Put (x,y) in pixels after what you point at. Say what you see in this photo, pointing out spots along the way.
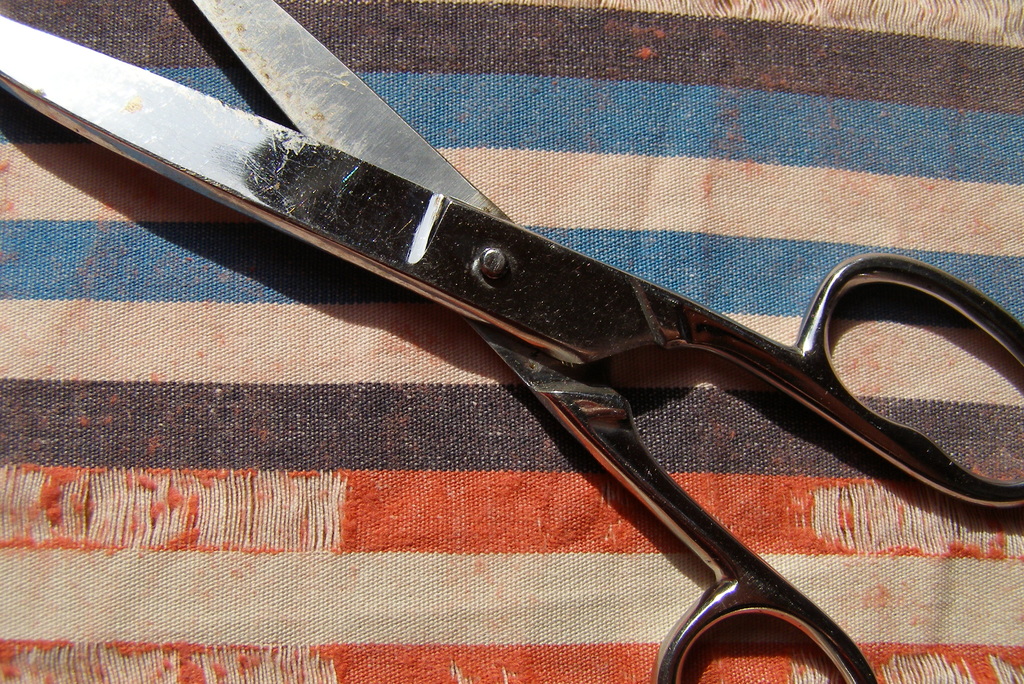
In this image I can see a colourful cloth (654,231) and on it I can see an iron scissor (342,166).
